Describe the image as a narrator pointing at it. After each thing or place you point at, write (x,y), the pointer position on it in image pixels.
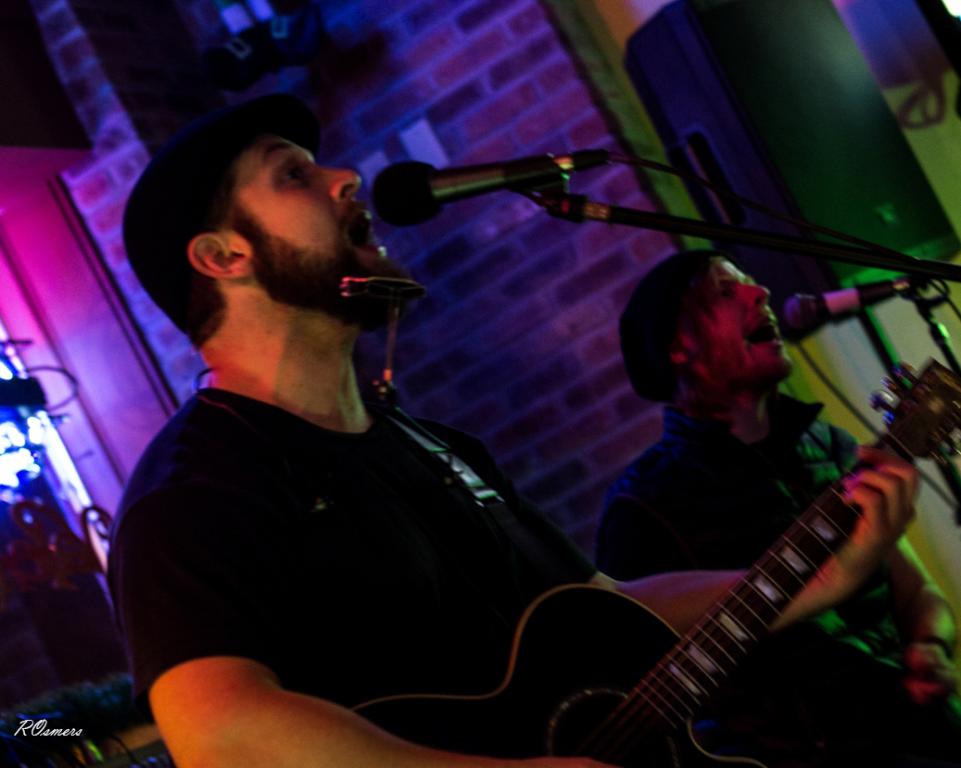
In this picture we can see two man (357,519) one is holding guitar (564,635) in his hand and playing and both are singing on mics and in background (64,375) we can see wall (436,90), speakers (697,91), light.
